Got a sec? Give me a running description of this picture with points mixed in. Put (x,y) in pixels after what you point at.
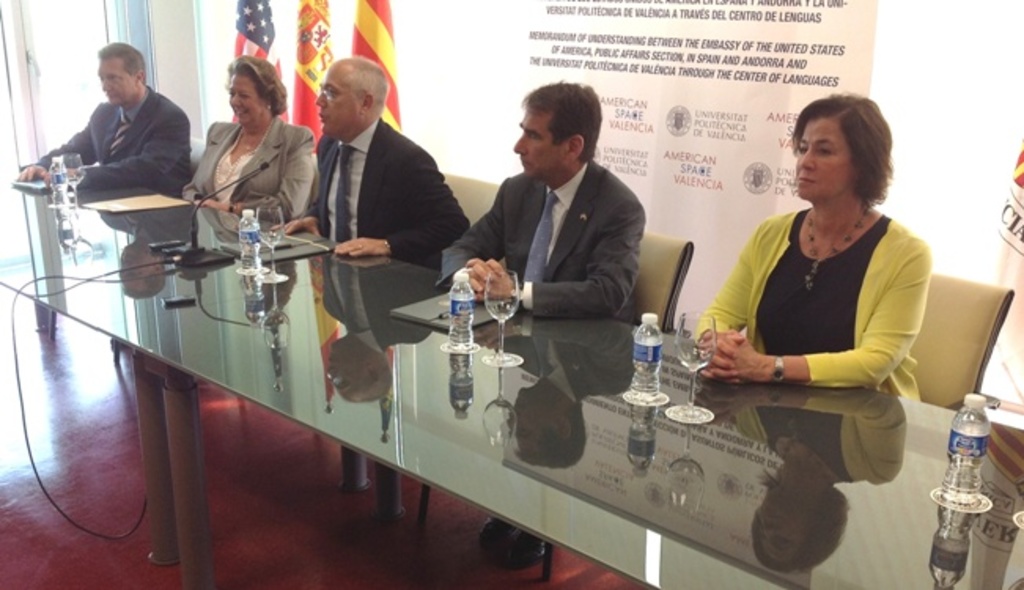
In this image I can see two women (272,152) and three men (563,188) sitting on the chairs (644,242). this is a table (571,457). Water bottle (658,383), wine glass (691,349), folders (416,316) and some other objects (193,222) are placed on the table (540,429). At background (600,138) I can see a banner (696,141) which is hanged, and I can see three flags (306,30). At the right corner of the image (1006,245) I can see a cloth (1011,260) hanging and at the left corner of the image (51,79) I can see a door (55,85) which is closed.
